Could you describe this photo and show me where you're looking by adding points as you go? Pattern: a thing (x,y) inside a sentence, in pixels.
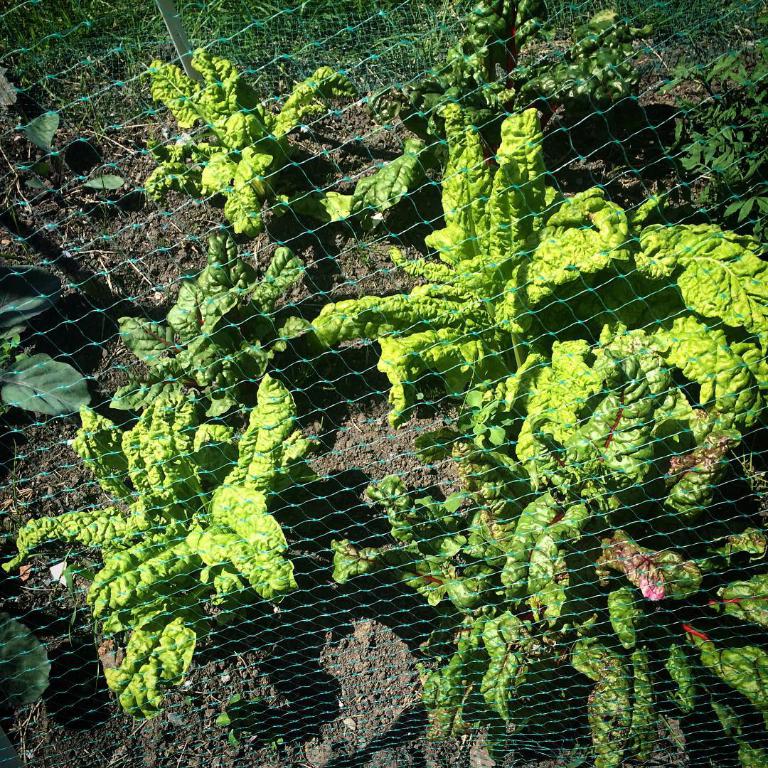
In this picture I can see few plants (577,510) and I can see net (89,99).
